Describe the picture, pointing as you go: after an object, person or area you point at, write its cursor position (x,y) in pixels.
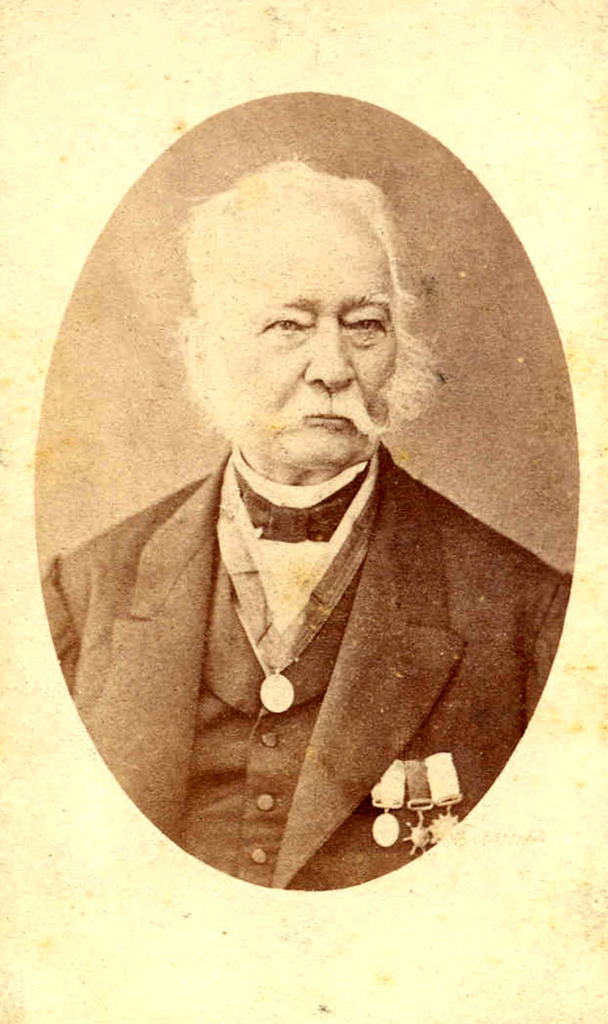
In this picture, there is a photo (190,233) of an old man (352,763). He is wearing blazer (335,723) and badges (449,757).
